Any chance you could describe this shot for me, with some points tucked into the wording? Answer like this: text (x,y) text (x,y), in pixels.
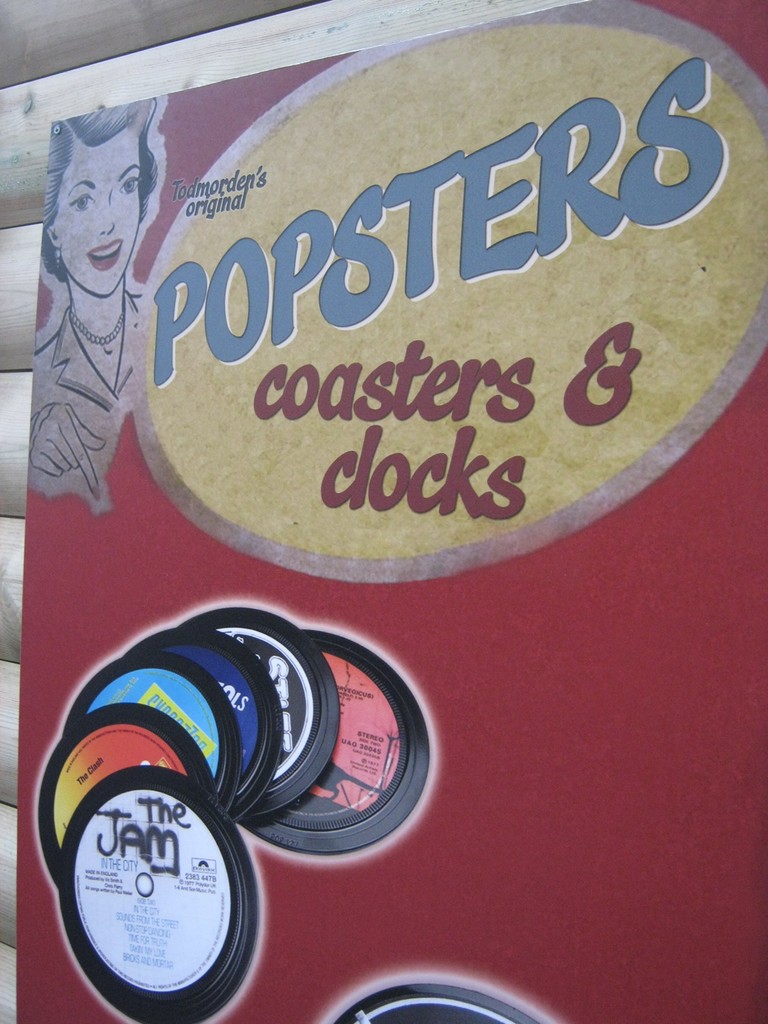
In this image there is a board (581,552) having the picture (160,180) of a person (64,250) and some text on it. Background (11,711) there is a wooden wall (15,199). Left top there is a picture (117,310) of a person (74,344) is painted. Right side (519,145) there is some text (463,365). Bottom of the image (266,836) there are few plates (231,785) having some text (148,965) on it.
